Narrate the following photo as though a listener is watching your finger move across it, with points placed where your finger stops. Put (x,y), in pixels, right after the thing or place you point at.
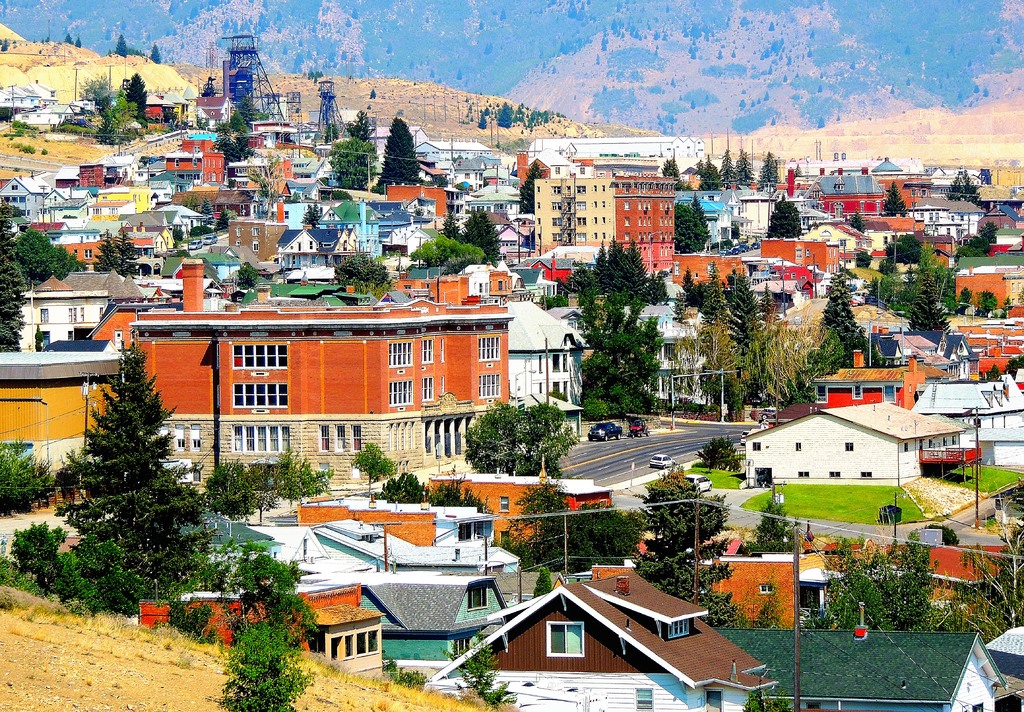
It is the picture of a beautiful city (496,427) there are plenty of houses (529,248), buildings (623,174), trees (697,229) and roads (582,473) and many more things in the city (229,209) and in the background (418,49) there is a mountain (288,22).
